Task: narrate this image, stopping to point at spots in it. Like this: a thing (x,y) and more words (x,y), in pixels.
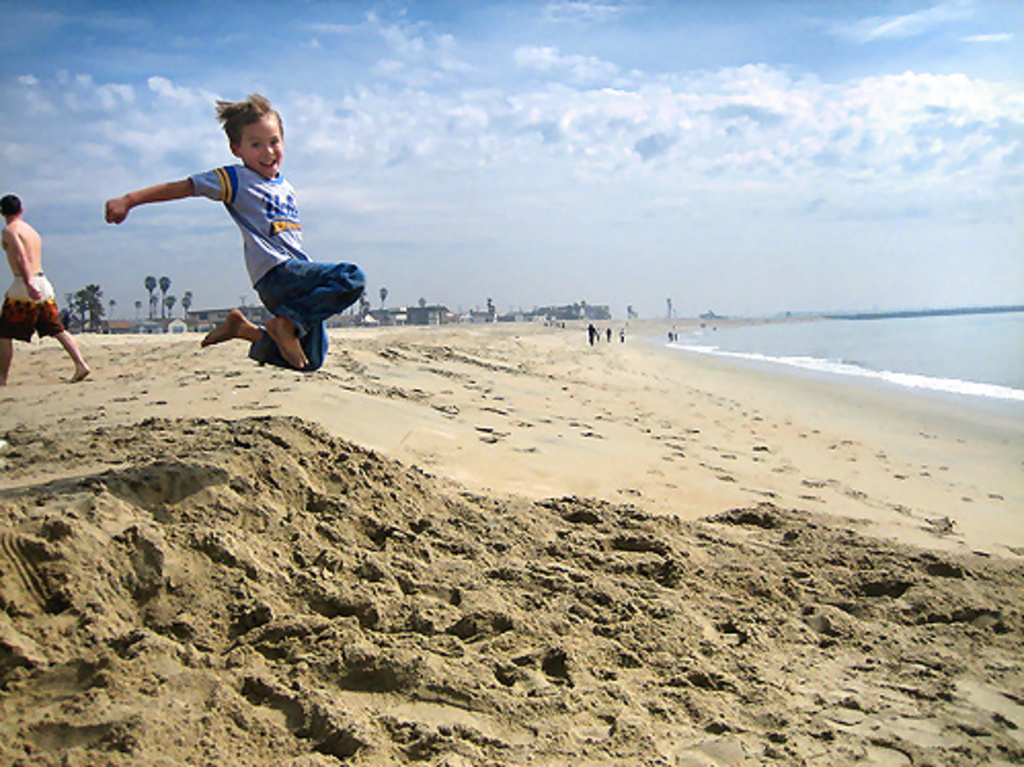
In a given image I can see a people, trees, and, water (748,360), houses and in the background (578,99) I can see the sky (573,103).
